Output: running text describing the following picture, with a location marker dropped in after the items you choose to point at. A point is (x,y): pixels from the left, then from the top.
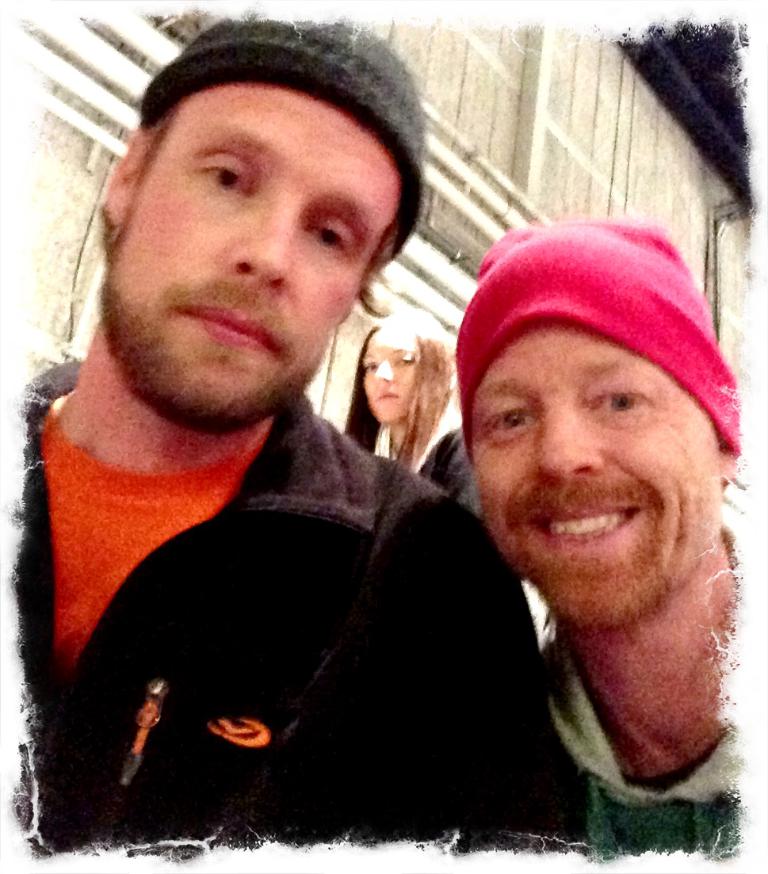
This picture describes about group of people (420,411), and few people (373,139) wore caps (493,355), in the background (614,100) we can see a building (570,173).
